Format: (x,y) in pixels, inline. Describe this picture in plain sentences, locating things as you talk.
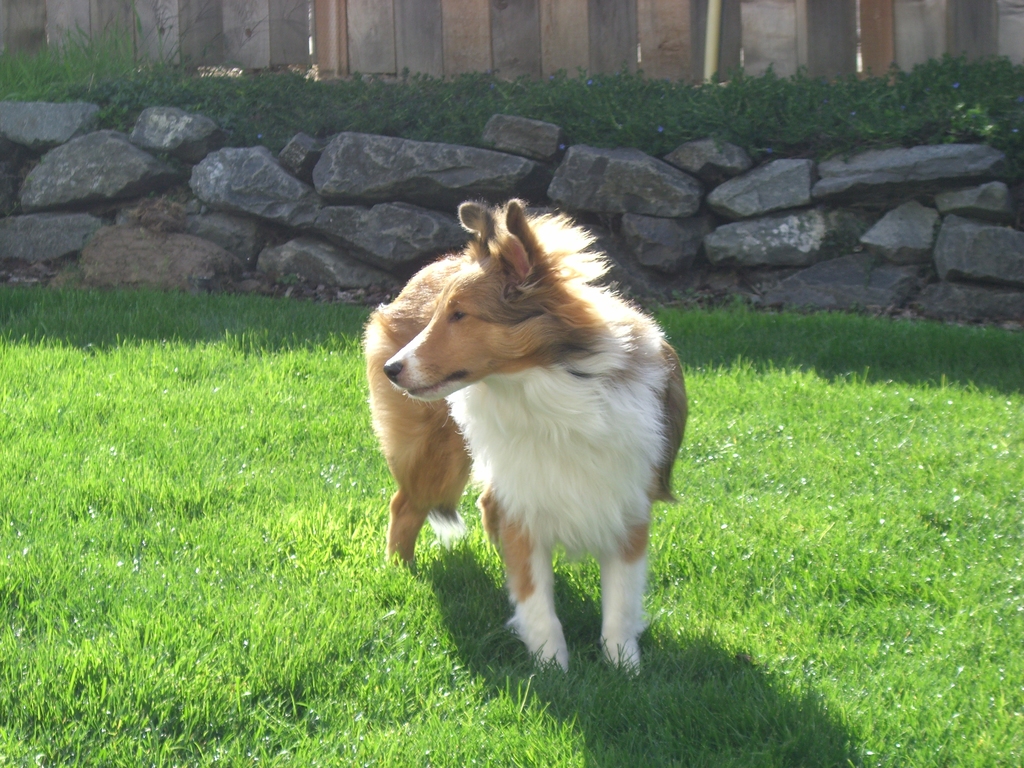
Here I can see a dog (431,419) in the garden (276,546). It is looking at the left side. In the background (647,213), I can see some rocks (256,174) and plants (321,115). At the top (345,32) there is a wall (370,30) which is made up of wood (646,32).
